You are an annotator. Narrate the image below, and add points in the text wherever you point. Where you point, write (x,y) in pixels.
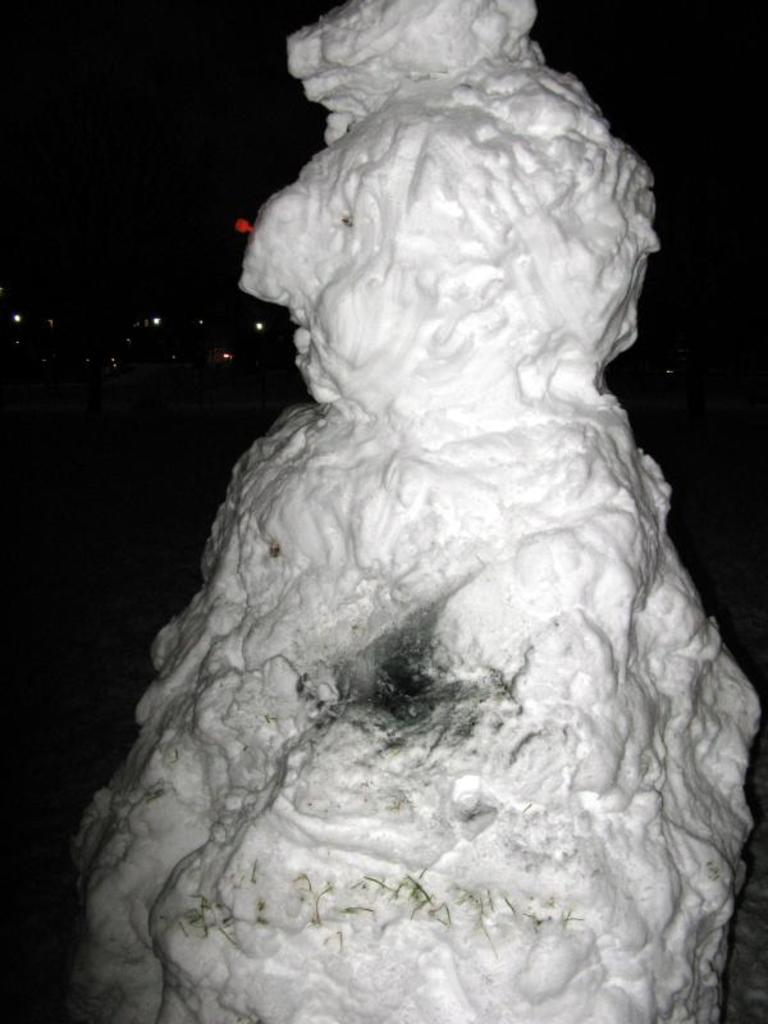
In this image I can see the snowman (363,712). In the background (119,237) I can see the lights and there is a black background.
